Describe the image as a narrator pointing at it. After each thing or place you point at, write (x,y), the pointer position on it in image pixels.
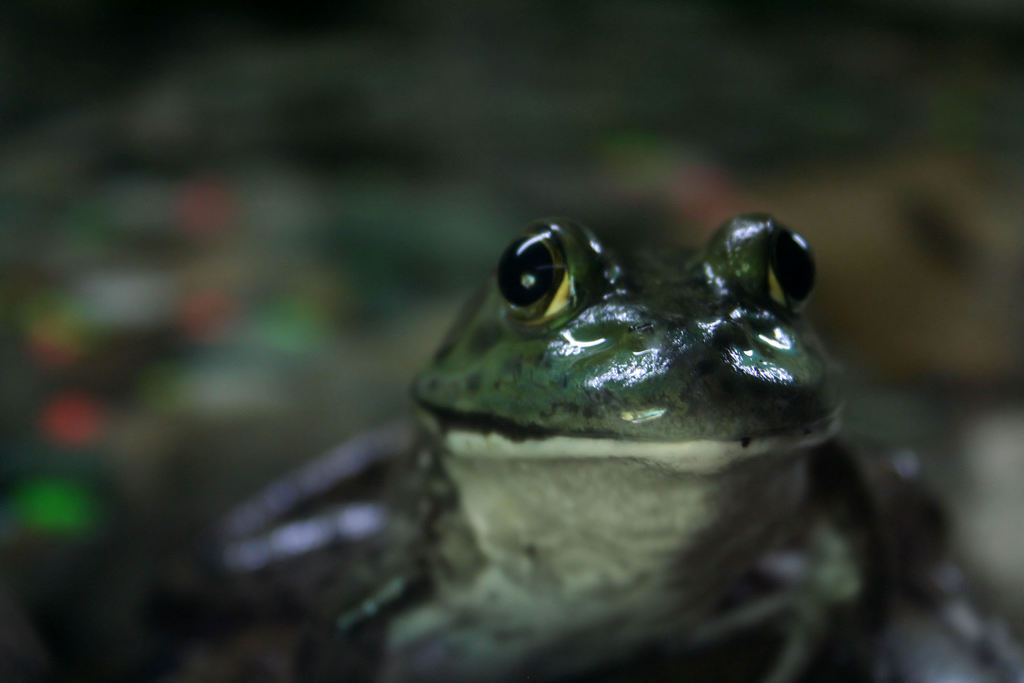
This picture contains a frog (544,518) which is looking at the camera. In the background (201,320), it is blurred.
